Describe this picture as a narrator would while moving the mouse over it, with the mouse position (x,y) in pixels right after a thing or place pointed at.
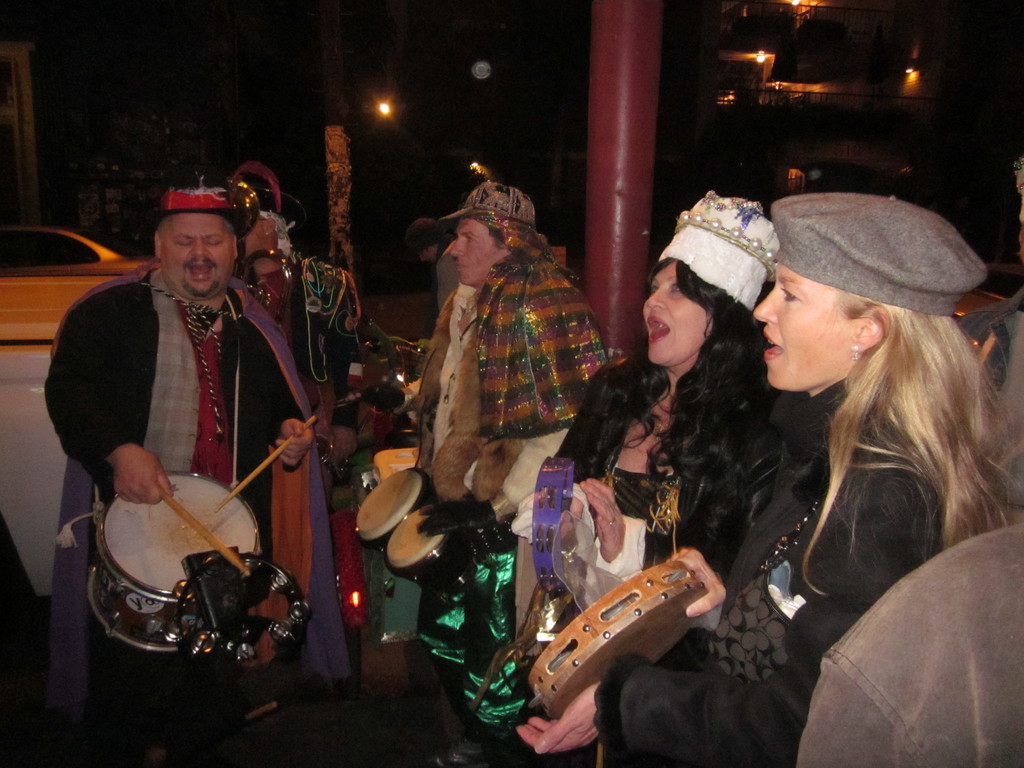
Background (857,59) is very dark. This is a light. Here we can see a building (916,130). We can see few persons (737,452) standing, singing and playing musical instruments (281,577) in front of a picture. This is a car (46,535).
